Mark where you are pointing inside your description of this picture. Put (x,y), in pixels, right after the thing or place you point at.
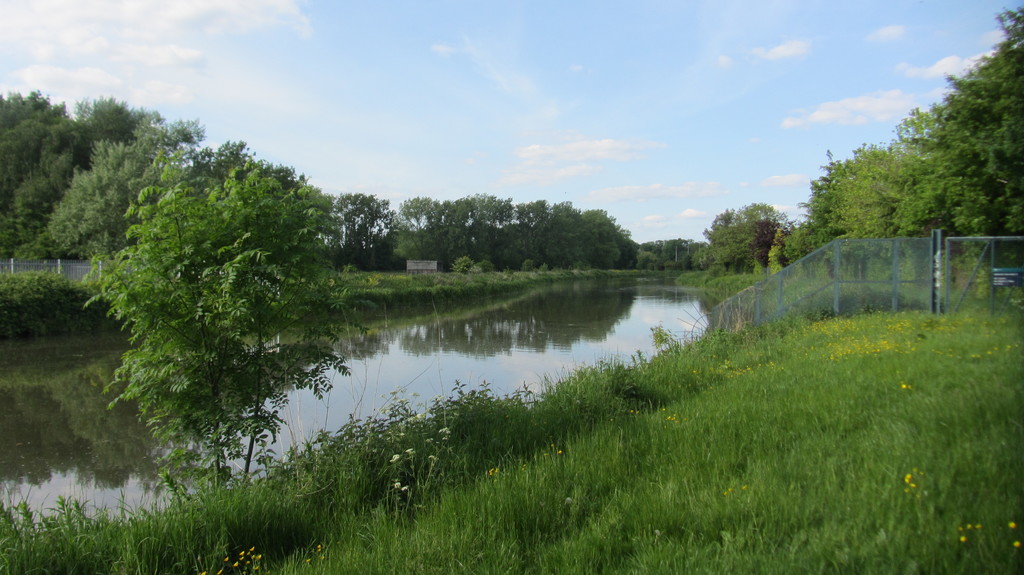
This is an outside view. At the bottom (691,523) I can see the grass (647,486). On the left side (66,418) there is a river (387,344). In the background (357,233) there are many trees (318,233). On the right side (860,281) there is a net fencing (823,276). At the top of the image (470,67) I can see the sky (168,33) and clouds (117,9).
